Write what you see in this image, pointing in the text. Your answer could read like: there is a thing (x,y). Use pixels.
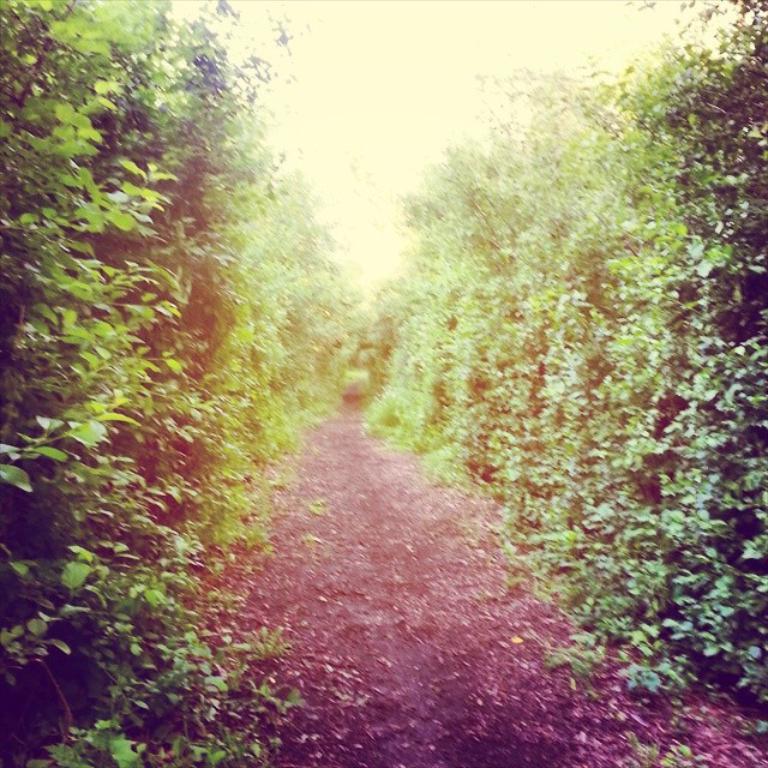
In this picture there are trees (457,280) on the right (707,530) and left side of the image (168,180) and there is path (487,532) in the center of the image (443,497).
